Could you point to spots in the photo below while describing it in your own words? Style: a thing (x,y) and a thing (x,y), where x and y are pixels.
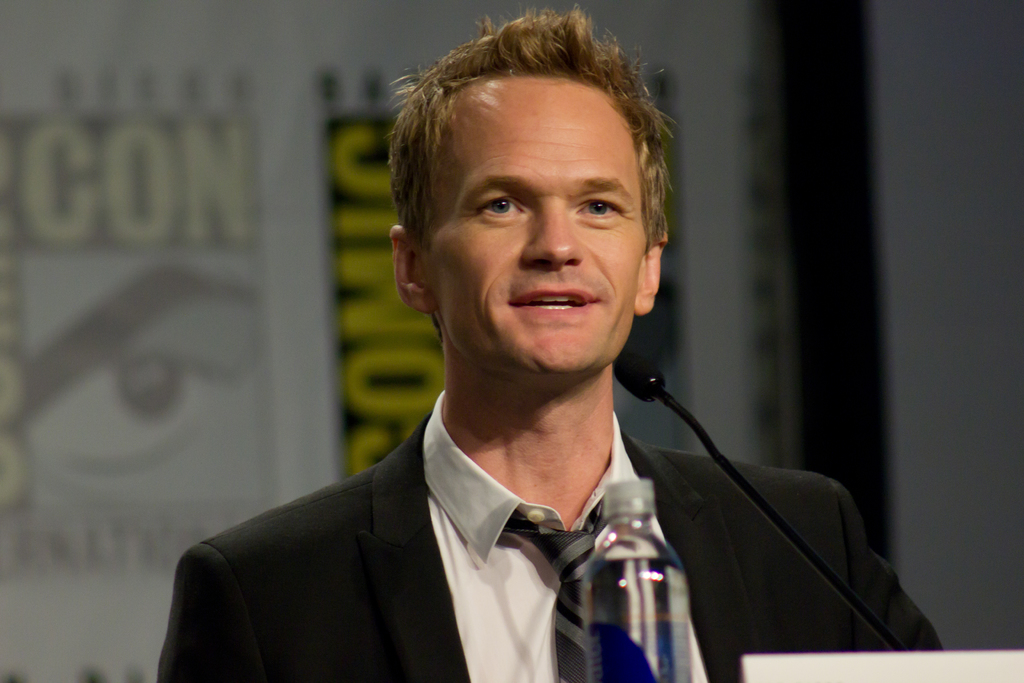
In this picture there is a man (648,295) standing and speaking, he has a microphone (626,382) and a water bottle (643,599) in front of him.
